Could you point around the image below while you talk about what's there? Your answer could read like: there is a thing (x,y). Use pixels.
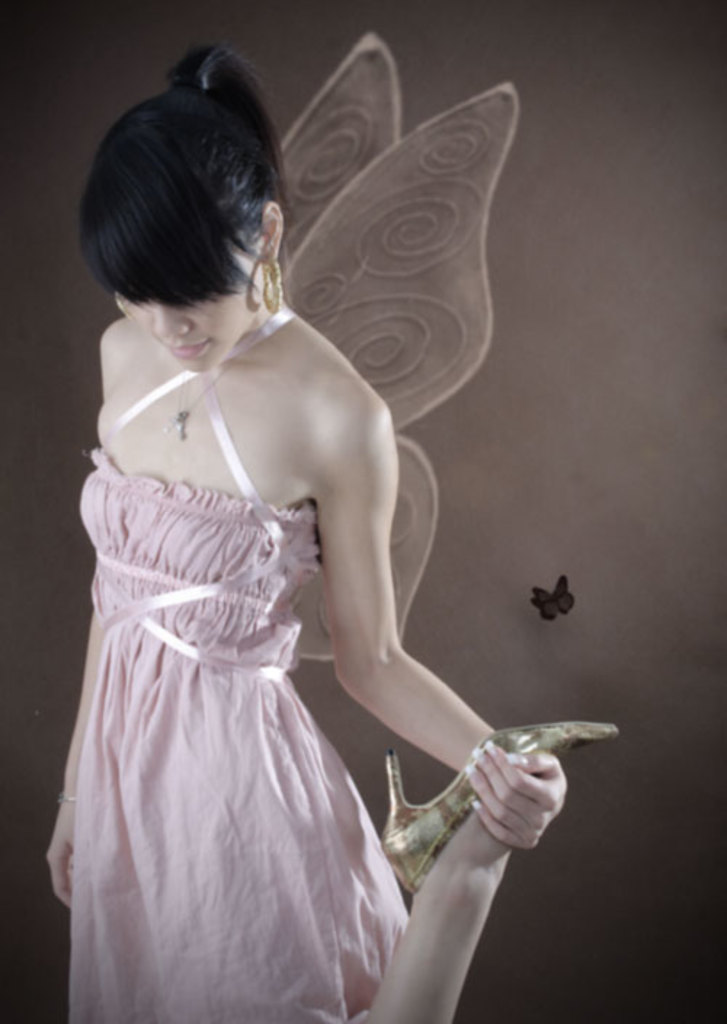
In this picture I can see a woman (359,527) with wings (386,379), is standing and holding her leg (425,972), and in the background (571,611) there is a butterfly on the wall (564,497).
